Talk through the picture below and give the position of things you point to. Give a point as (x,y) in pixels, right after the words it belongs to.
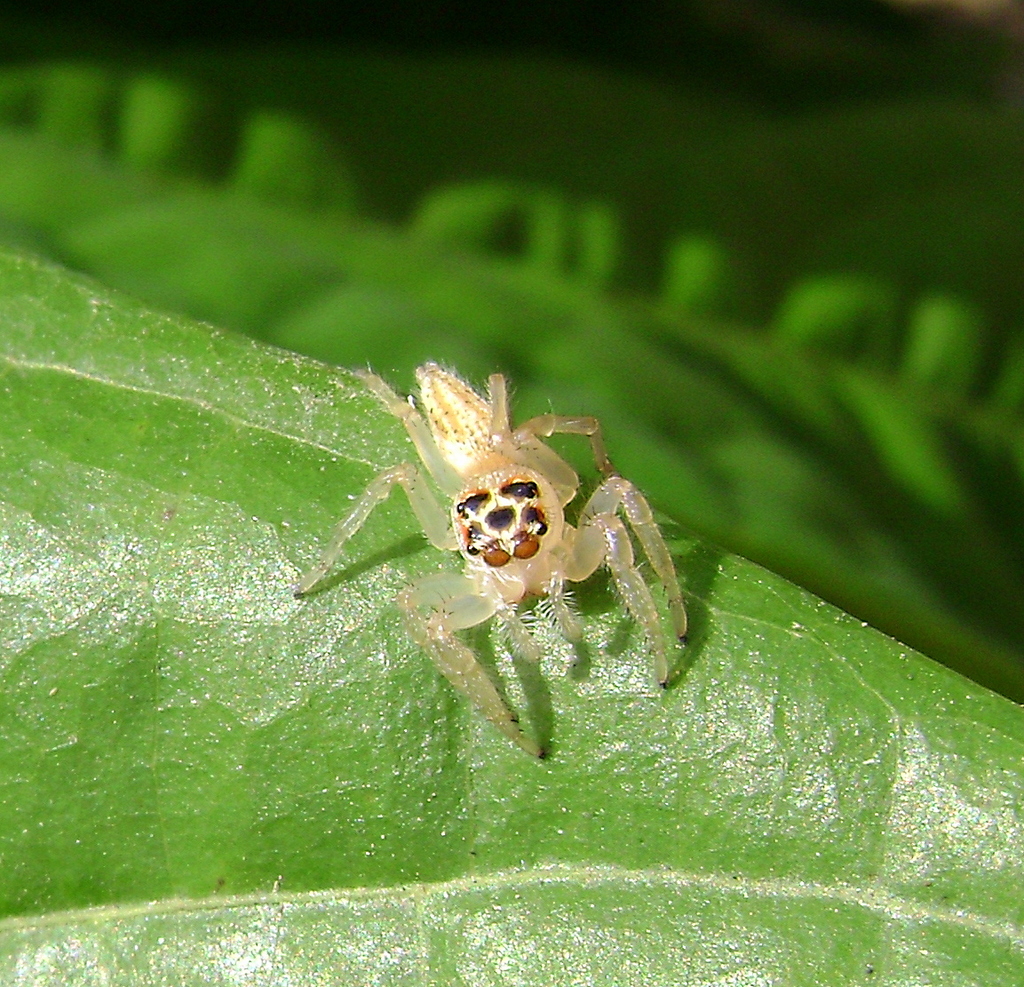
In this image I can see an insect (548,425) and the insect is on the green color surface (312,635) and I can see the blurred background (126,152).
